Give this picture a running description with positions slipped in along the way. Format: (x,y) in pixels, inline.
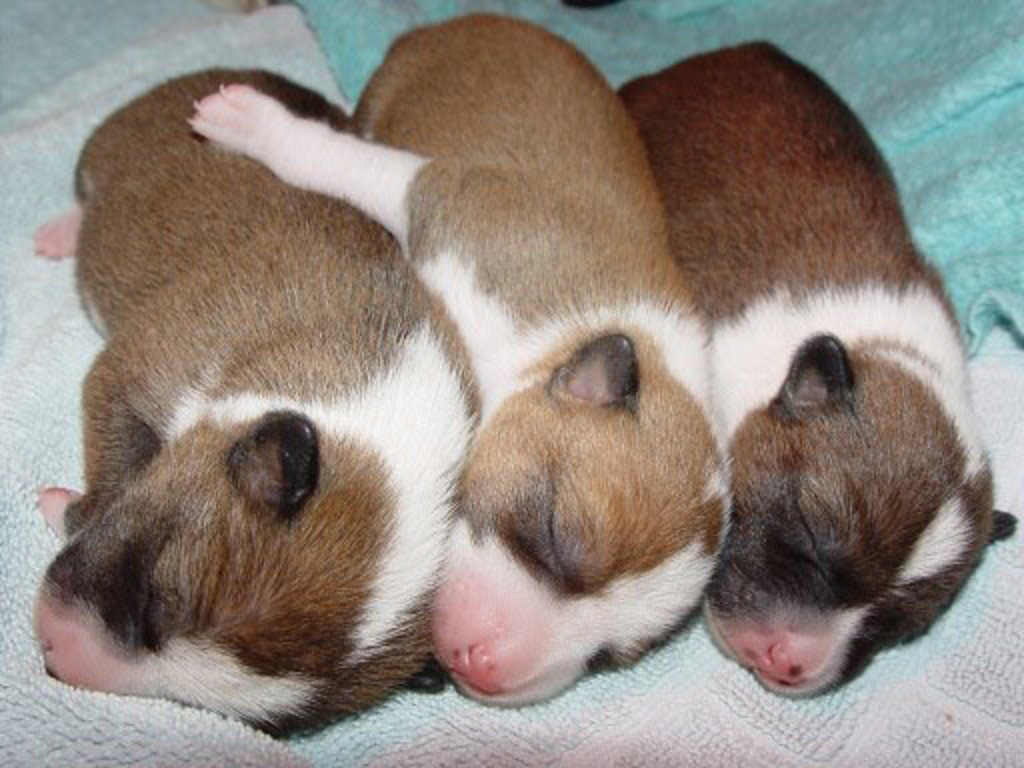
In this image there are three dogs (523,495) sleeping on the towel (740,739).
